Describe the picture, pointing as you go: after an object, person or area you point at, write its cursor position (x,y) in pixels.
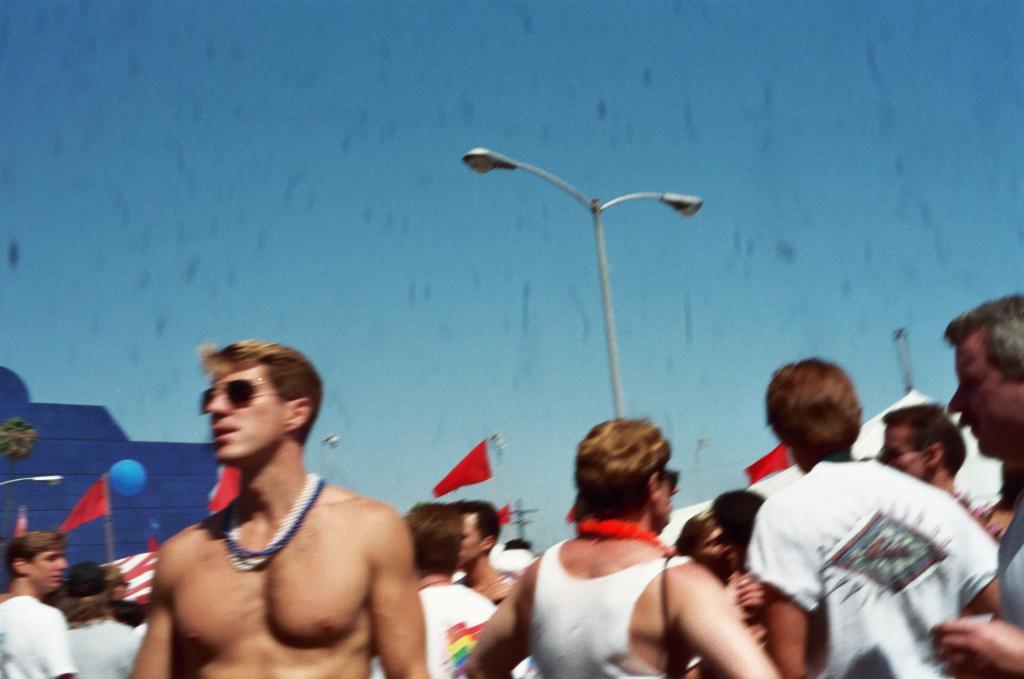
This image consists of many people (948,411). It looks like it is sunny. In the middle (609,311), we can see a pole (659,199) along with the lamps (672,196). On the left (148,497), it looks like a wall (163,512) in blue color. And we can see the red flags (79,525) in this image. At the top (662,170), there is sky (704,134).
